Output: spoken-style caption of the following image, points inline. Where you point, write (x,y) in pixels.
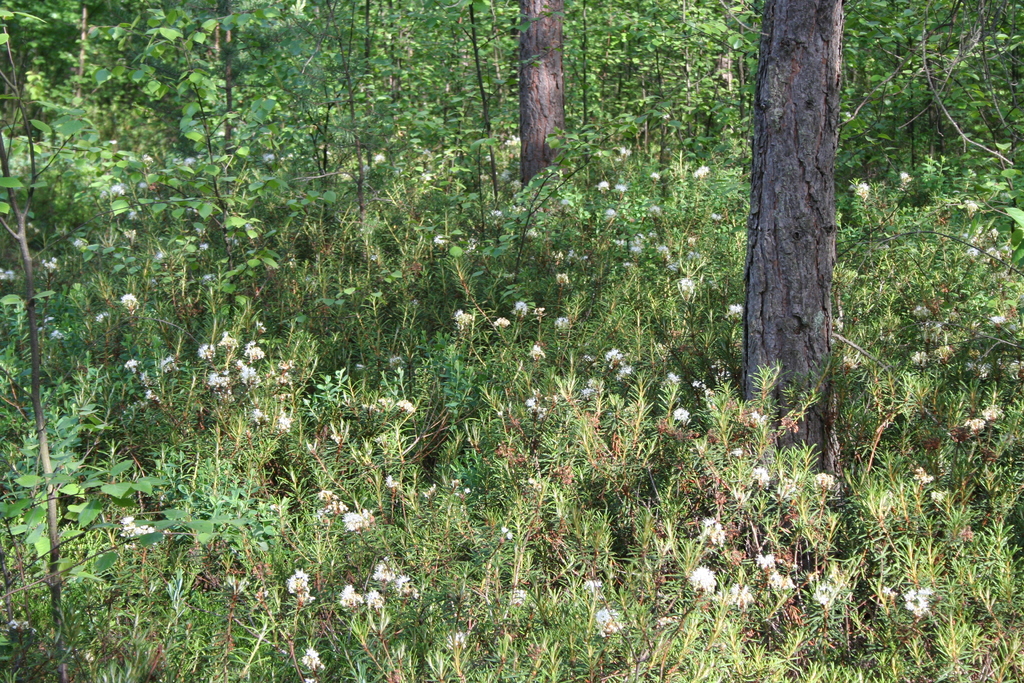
In this image we can see the plants (556,426), flowers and also the trees (889,47).
